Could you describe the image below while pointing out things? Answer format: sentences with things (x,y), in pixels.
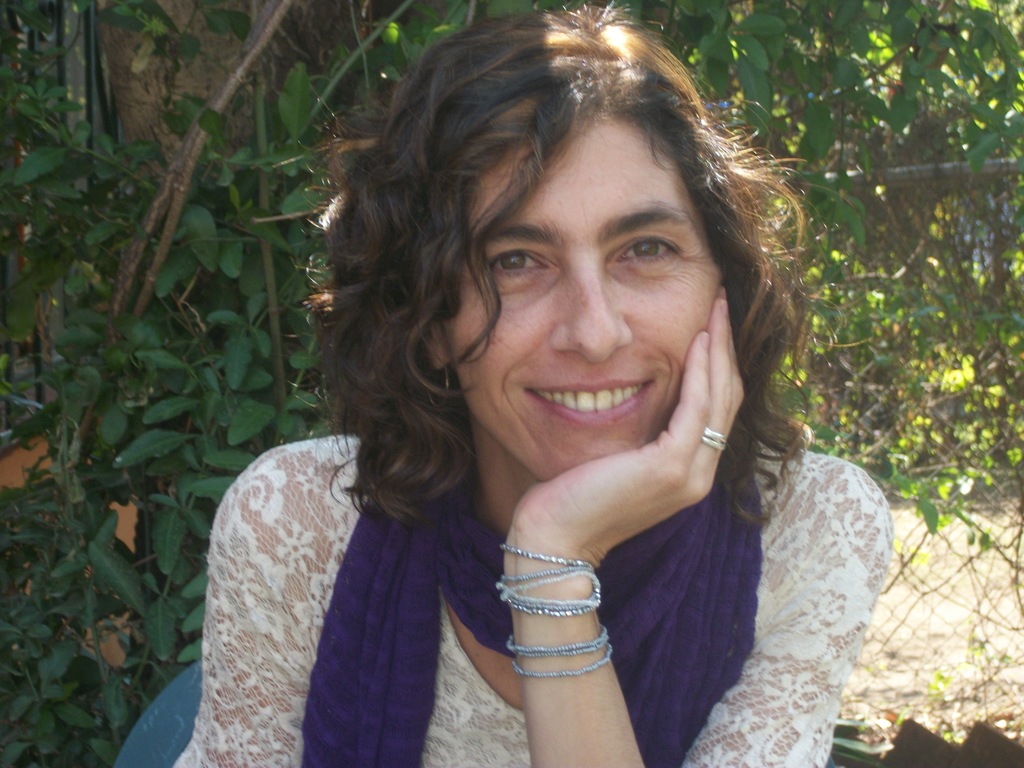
In this picture we can see a woman (207,646) sitting on the chair (171,709). We can see a few trees (790,136) in the background (173,636).
